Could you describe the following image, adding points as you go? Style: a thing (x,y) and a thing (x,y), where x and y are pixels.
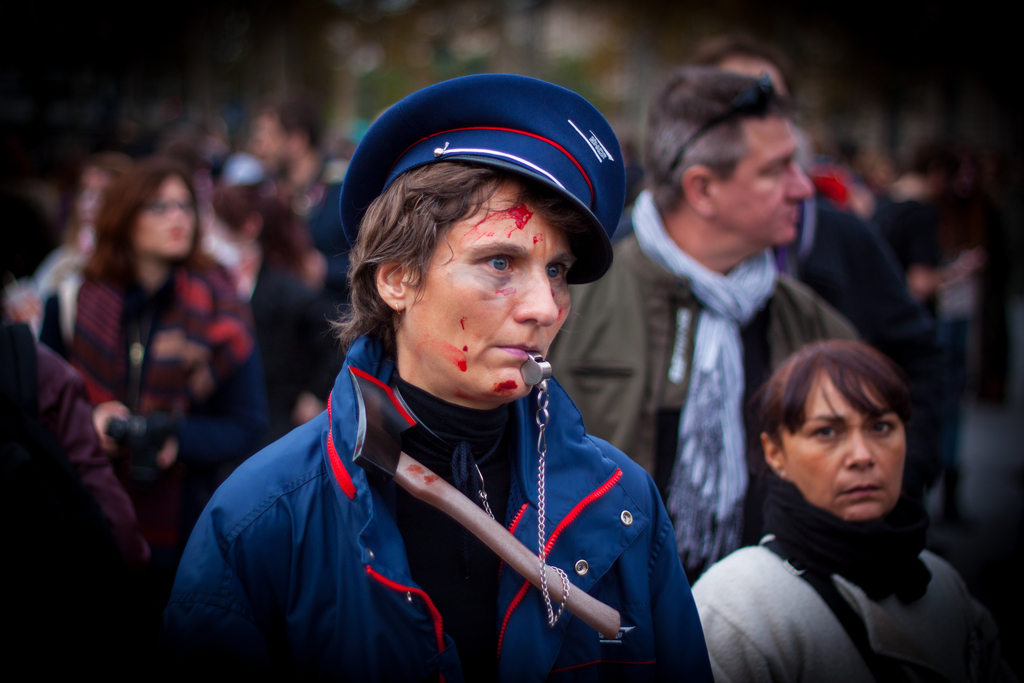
In this image we can see a person (535,420) is standing and he is wearing blue color coat (322,557) and cap (526,152), holding chain (540,476) in his mouth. Background (819,387) so many people (807,333) are there.
